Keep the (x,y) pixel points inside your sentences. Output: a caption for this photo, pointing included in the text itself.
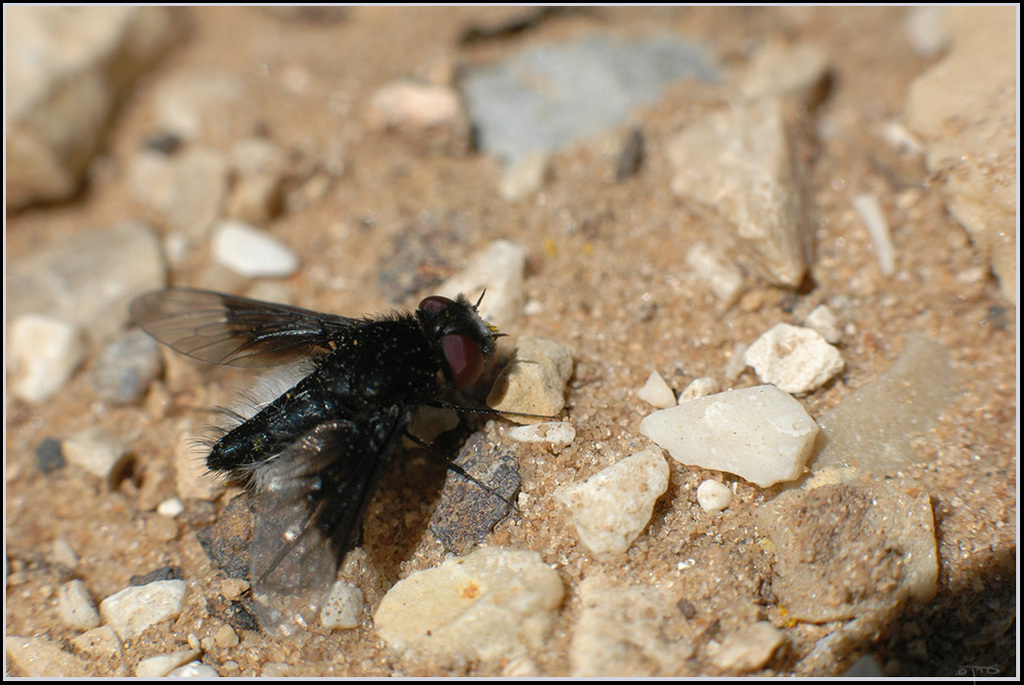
In this image we can see an insect (349,456), sand (468,232), and stones (68,35).
